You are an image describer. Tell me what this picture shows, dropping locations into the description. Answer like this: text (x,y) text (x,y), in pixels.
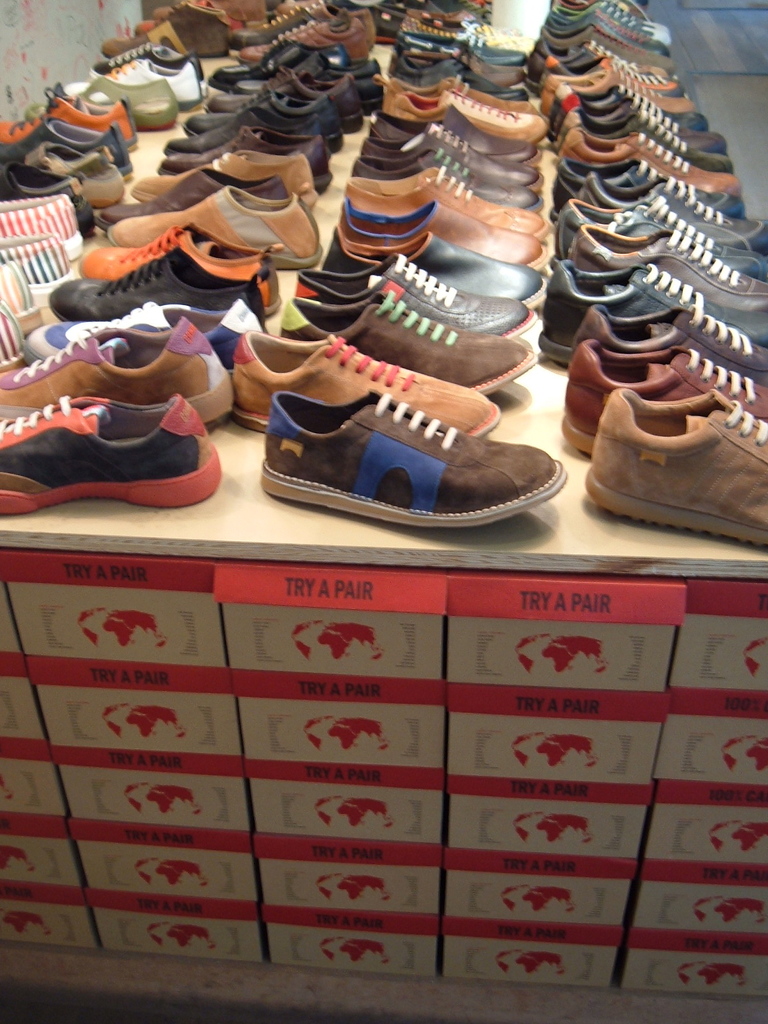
In this picture we can see different type of shoes (208,114) which are kept on the carton box (475,576). At the top left corner (54,86) there is a wall (71,42).
